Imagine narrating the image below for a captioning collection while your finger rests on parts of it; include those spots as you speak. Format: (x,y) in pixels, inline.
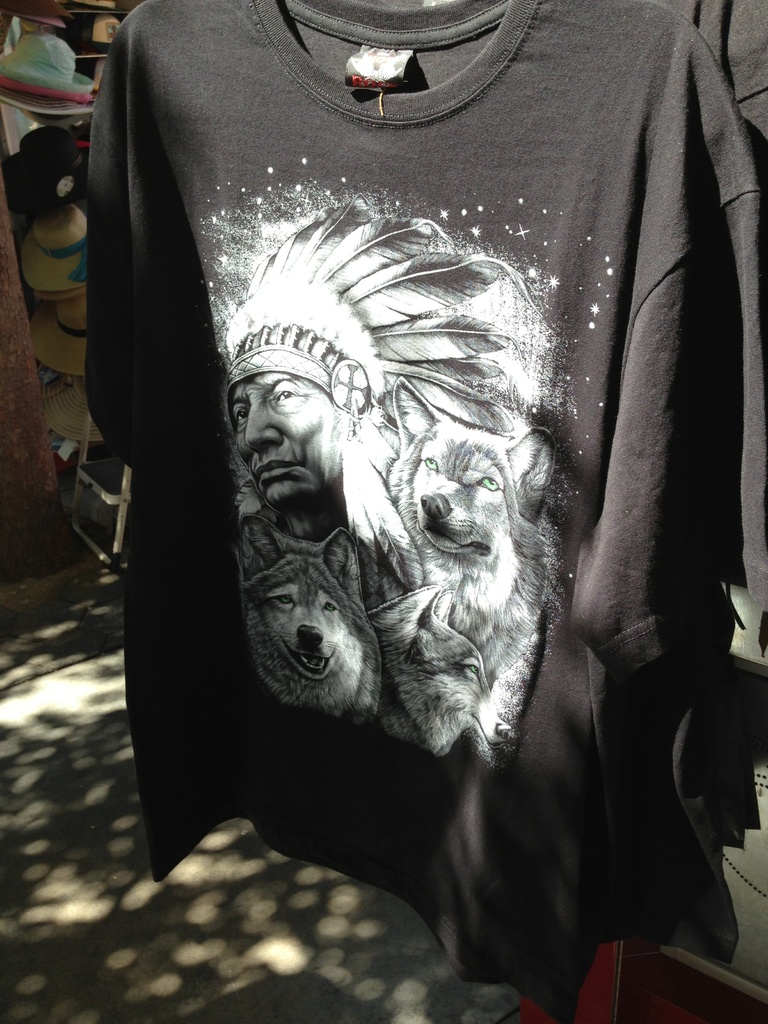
In this image we can see a design (461,492) on a t shirt (470,95). In the background (76,407), we can see a group of hats (61,261) and a chair (102,496).
